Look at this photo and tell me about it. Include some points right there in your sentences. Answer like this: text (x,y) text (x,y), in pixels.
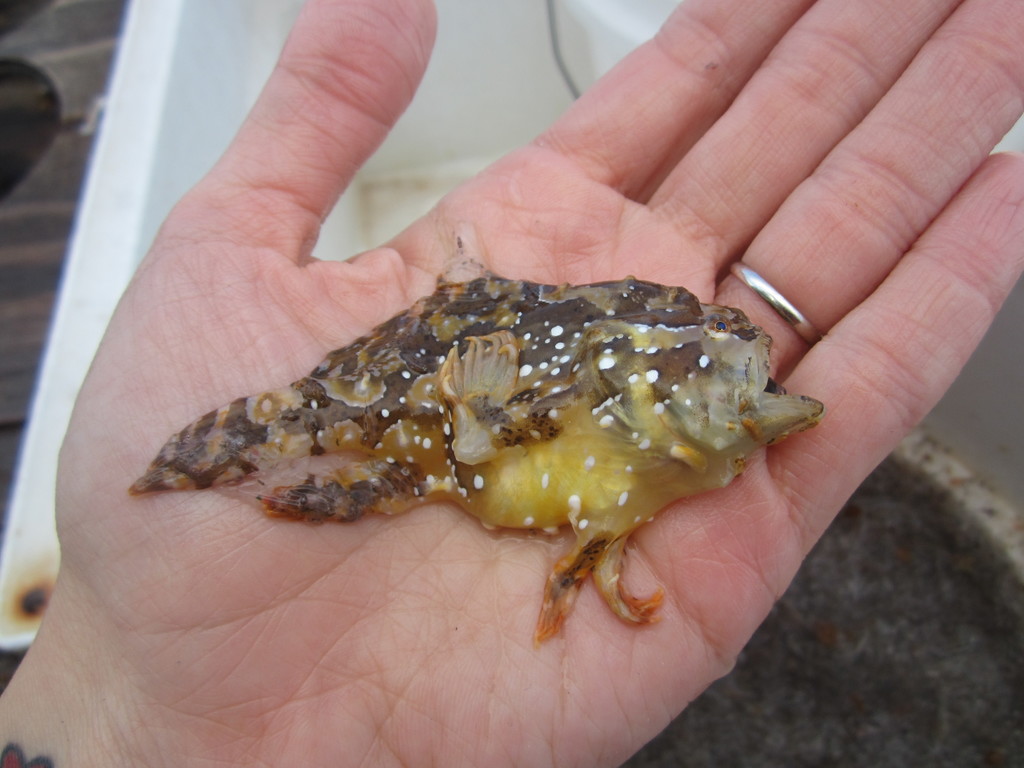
In this image we can see something in the person's hand (743,521). In the background (949,559), we can see few things (219,119).
